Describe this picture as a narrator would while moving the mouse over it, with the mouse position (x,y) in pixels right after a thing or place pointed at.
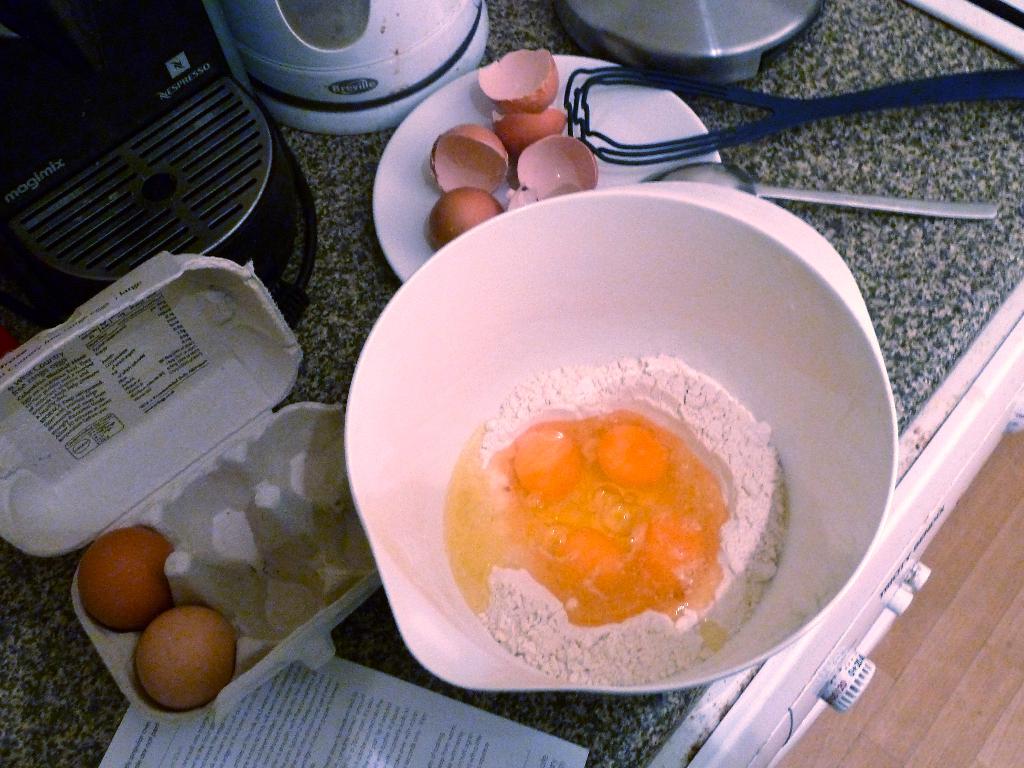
In this picture there is a bowl (464,301) in the center of the image (634,346), which contains flour (642,410) and eggs (583,474) in it, there are eggs (94,574) on the left side of the image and there are other utensils (677,102) at the top side of the image (635,108).
